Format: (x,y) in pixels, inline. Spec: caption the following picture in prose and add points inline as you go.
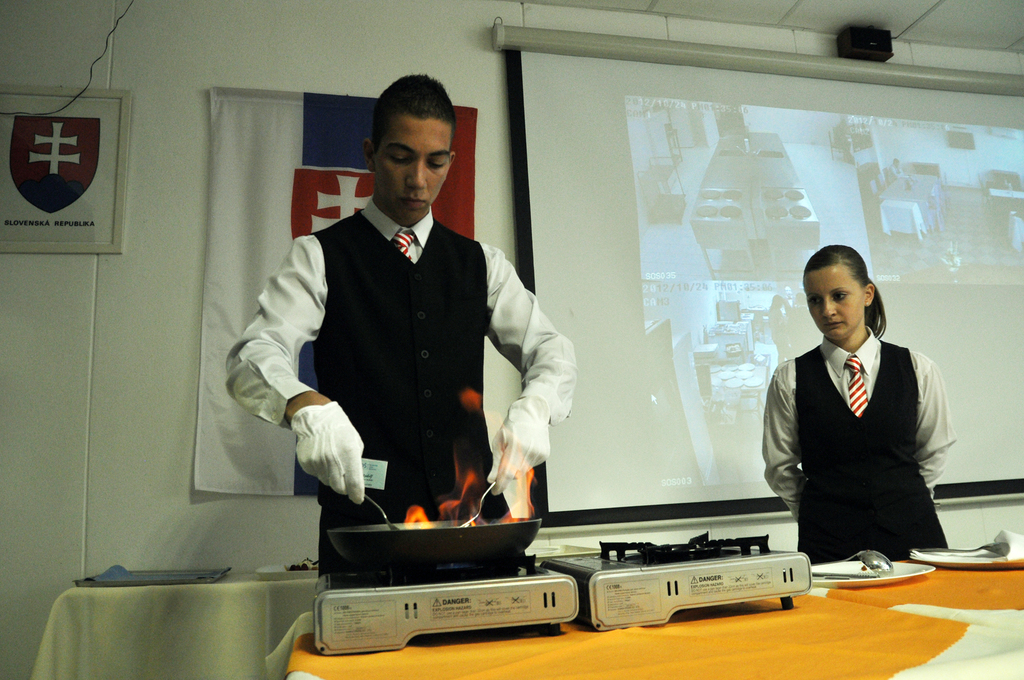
Here in this picture we can see a man (448,310) and a woman (785,385) standing over a place and in front of them we can see a table (976,596), on which we can see a couple of stoves (622,606) and plates (847,569) present and the man (391,462) is cooking something in the pan (469,538) present in front of him and behind him also we can see a table (237,601) present and behind them we can see a projector screen (809,68) with something projected on it and beside that we can see a flag (255,108) hanging and we can also see a portrait (5,125) present and on the top of the projector screen (880,68) we can see a speaker (888,45) present.
